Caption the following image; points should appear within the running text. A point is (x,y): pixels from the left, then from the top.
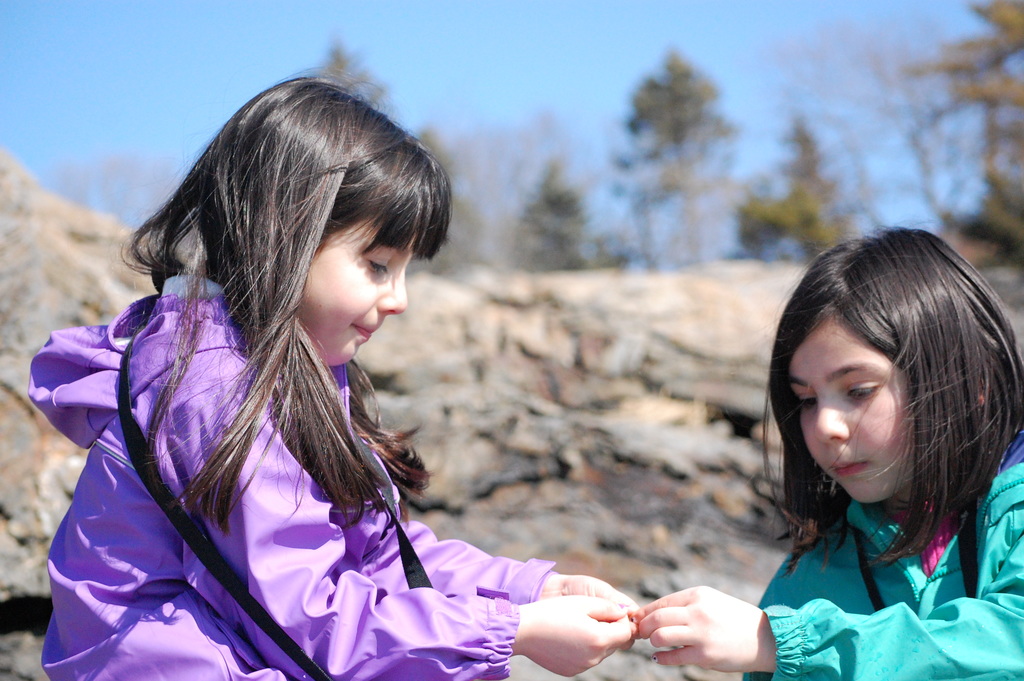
In this image I can see two persons (787,493), the person (843,516) at right (889,544) is wearing green color dress (884,610) and the person (251,493) at left (112,438) is wearing purple color dress (108,471). In the background (532,170) I can see few trees (986,184) in green color and the sky (166,80) is in blue color.
